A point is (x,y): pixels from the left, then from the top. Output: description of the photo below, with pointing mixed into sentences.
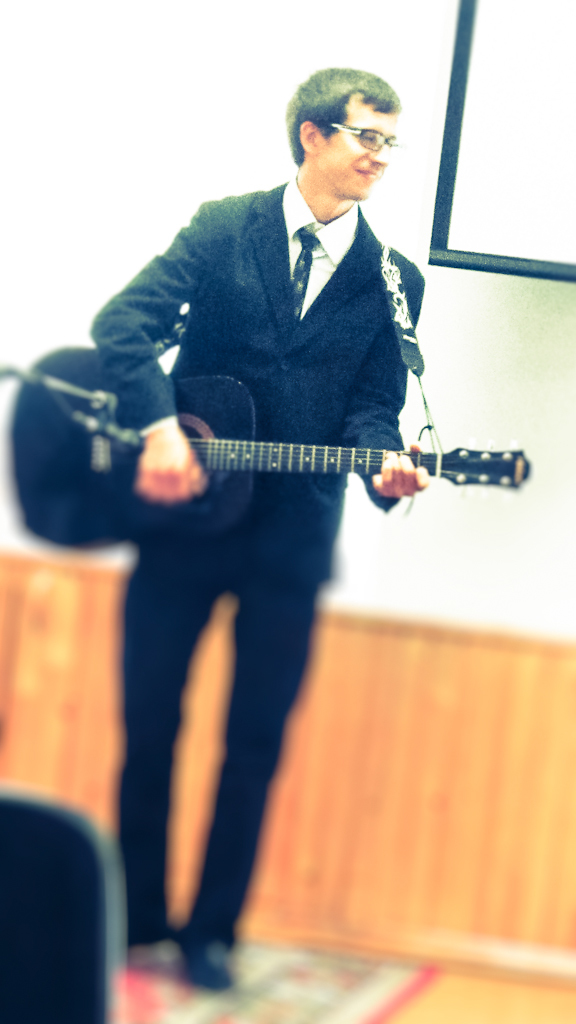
This is a picture taken in a room (267,430), a boy (325,414) in black blazer (326,347) was holding a guitar (152,506) and the man (160,500) is standing on the floor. Behind the man (311,489) there is a wall (243,138) and a projector screen (484,176).
